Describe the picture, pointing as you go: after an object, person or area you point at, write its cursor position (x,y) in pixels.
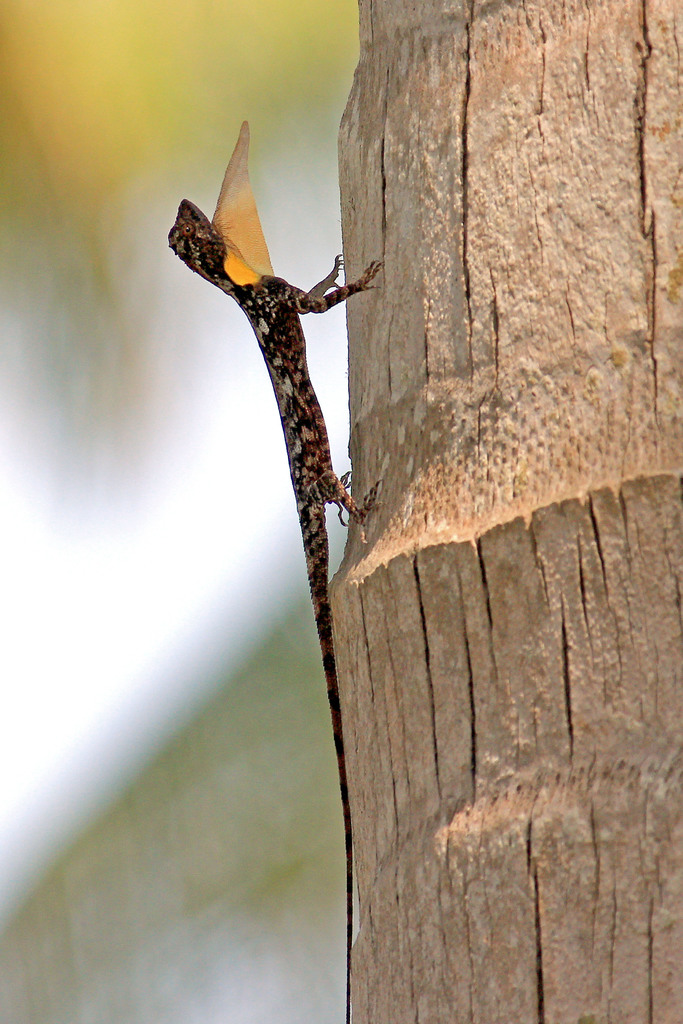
In the center of the image (293,485) a garden lizard (312,445) is there. On the right side of the image (502,310) tree (505,413) is present.
